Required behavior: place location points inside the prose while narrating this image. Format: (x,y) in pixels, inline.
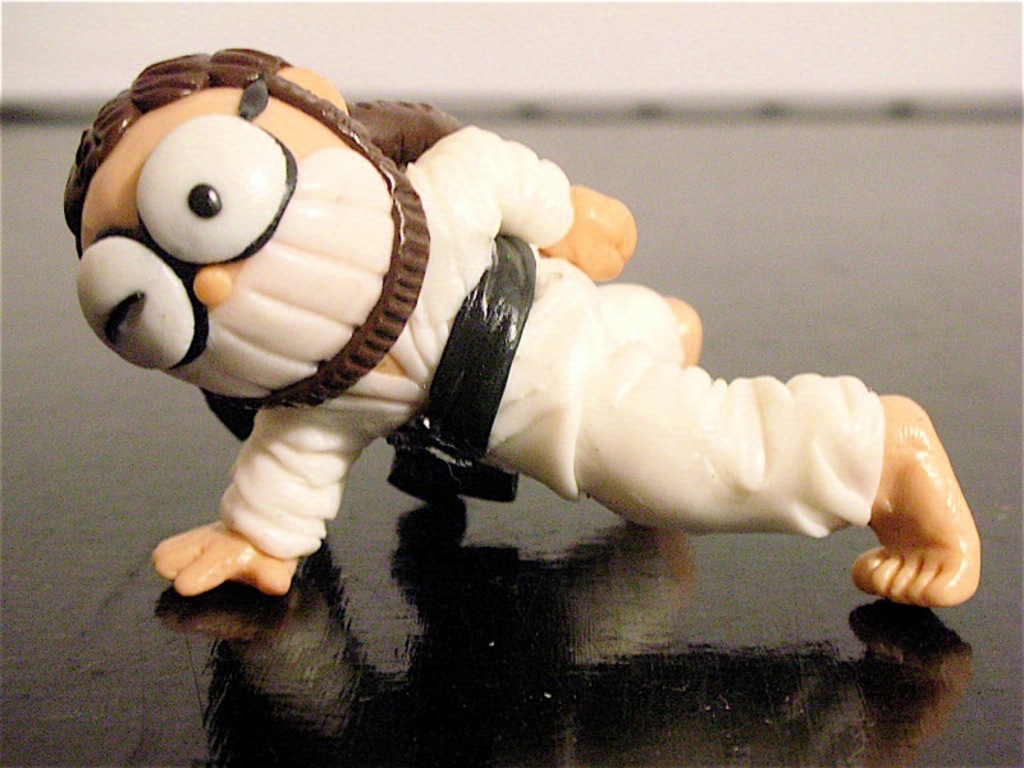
In this image we can see a figure (471,335) placed on the table (504,507).
